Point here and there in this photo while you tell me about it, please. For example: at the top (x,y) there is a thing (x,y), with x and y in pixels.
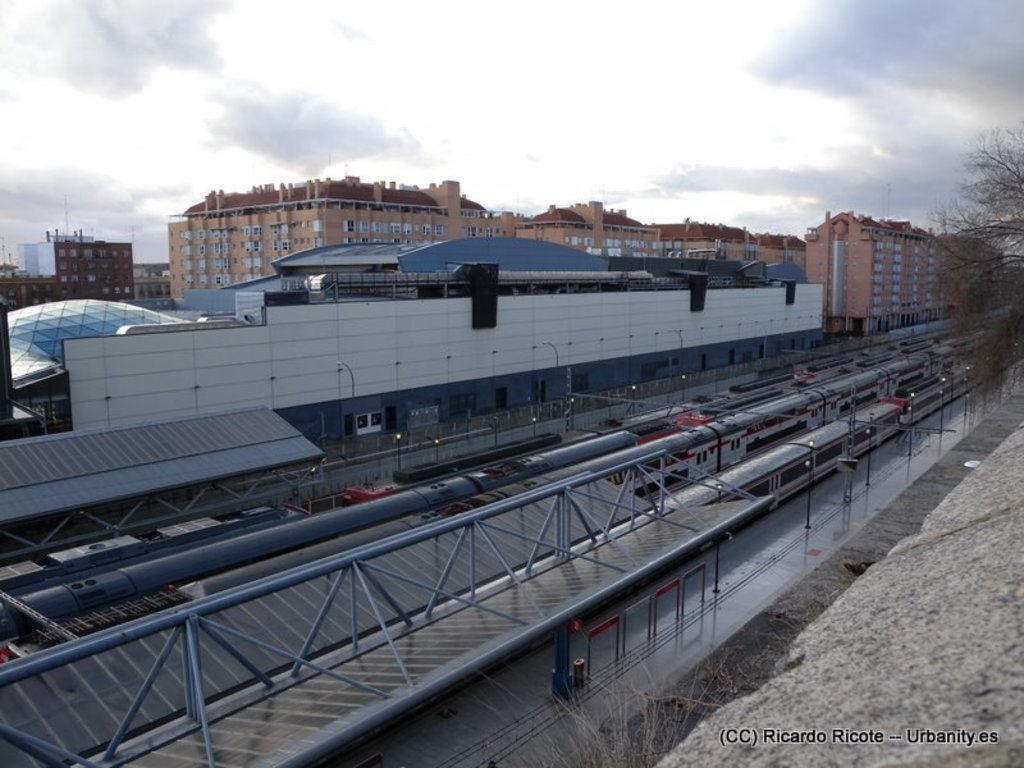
In this picture we can see trains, beside these trains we can see a platform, roof (401,662), electric poles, fence (454,424), trees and in the background (422,361) we can see buildings (433,228), sky (568,11).
